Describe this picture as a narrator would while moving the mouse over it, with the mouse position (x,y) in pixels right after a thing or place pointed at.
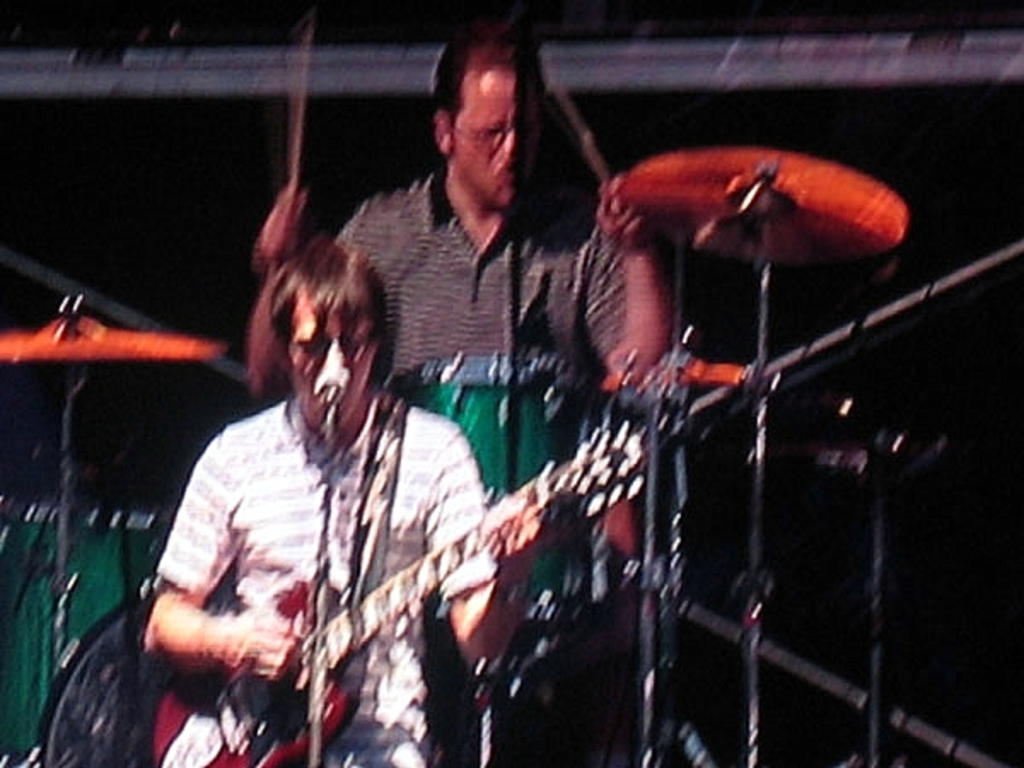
In this image, two peoples (330,289) are playing a musical instruments (537,385). There are microphones (325,565) in the image.
